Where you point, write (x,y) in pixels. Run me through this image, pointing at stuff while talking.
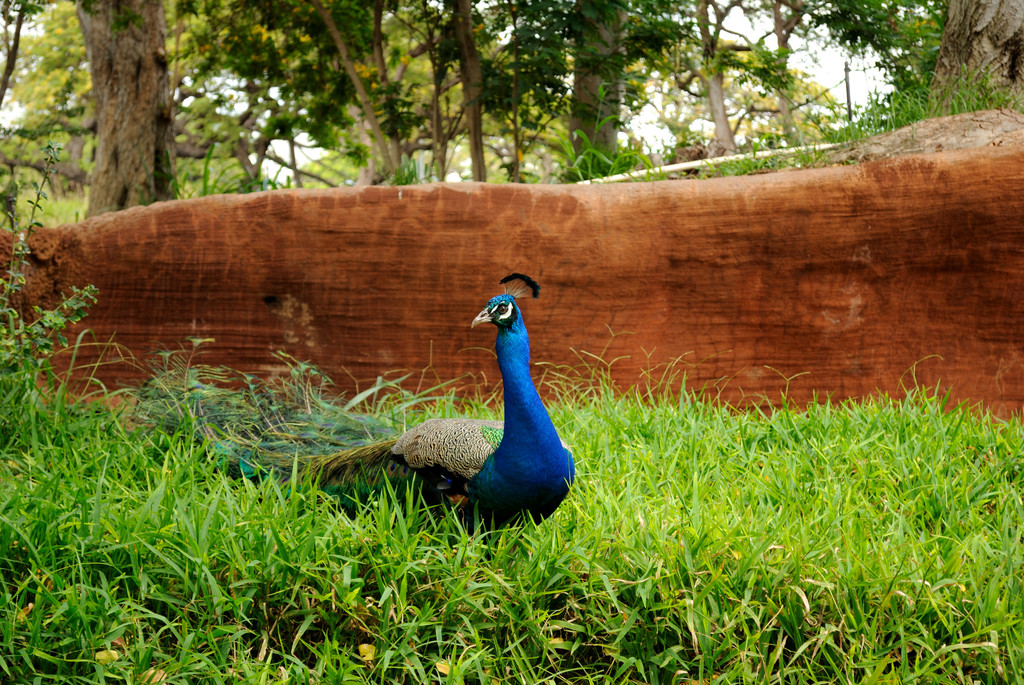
In this image I can see some grass (375,565) which is green in color and on the grass (760,476) I can see a peacock (489,452) which is blue, white, black, green and grey in color. I can see the brown colored surface (337,284), a cream colored pipe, few trees (551,153) and in the background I can see the sky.
